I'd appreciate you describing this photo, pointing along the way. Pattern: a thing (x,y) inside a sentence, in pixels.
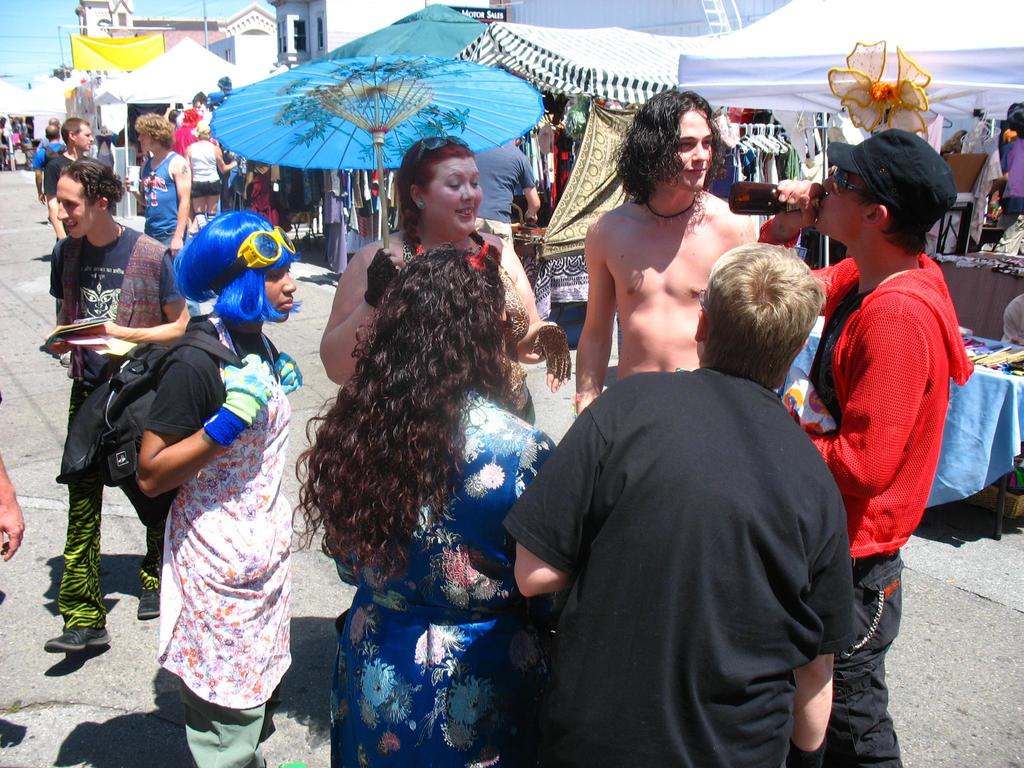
In this image we can see a group of people (614,502) standing on the ground (324,269). In that a man (856,470) is holding a bottle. On the backside (956,462) we can see some objects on the table (975,437), an outdoor umbrella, some tents (896,74), some clothes (790,166) to the hangers (780,152), a curtain (622,137), a banner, pole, a building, ladder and the sky (13,44) which looks clear.
